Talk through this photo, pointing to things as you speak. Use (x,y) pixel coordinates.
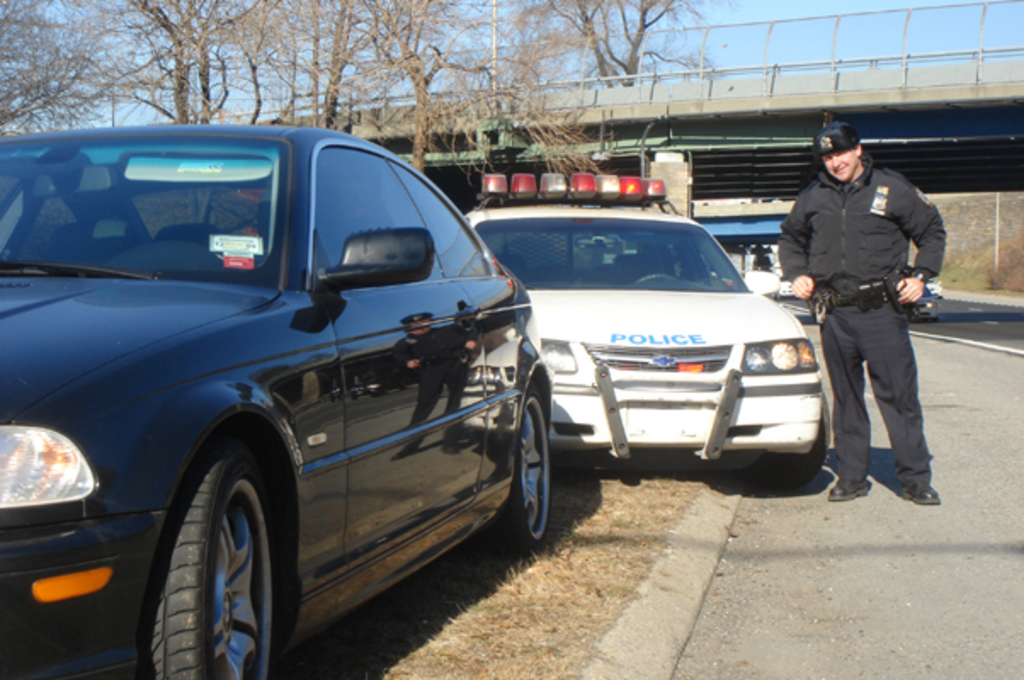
In this picture we can see a man (856,260) in the black jacket (861,233) and he is standing on the road (873,496). On the left side of the man (859,316) there are two cars (382,309). Behind the man (860,277) there are trees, a bridge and there are some vehicles (932,284) on the road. Behind the bridge (597,111) there is the sky (715,56).
